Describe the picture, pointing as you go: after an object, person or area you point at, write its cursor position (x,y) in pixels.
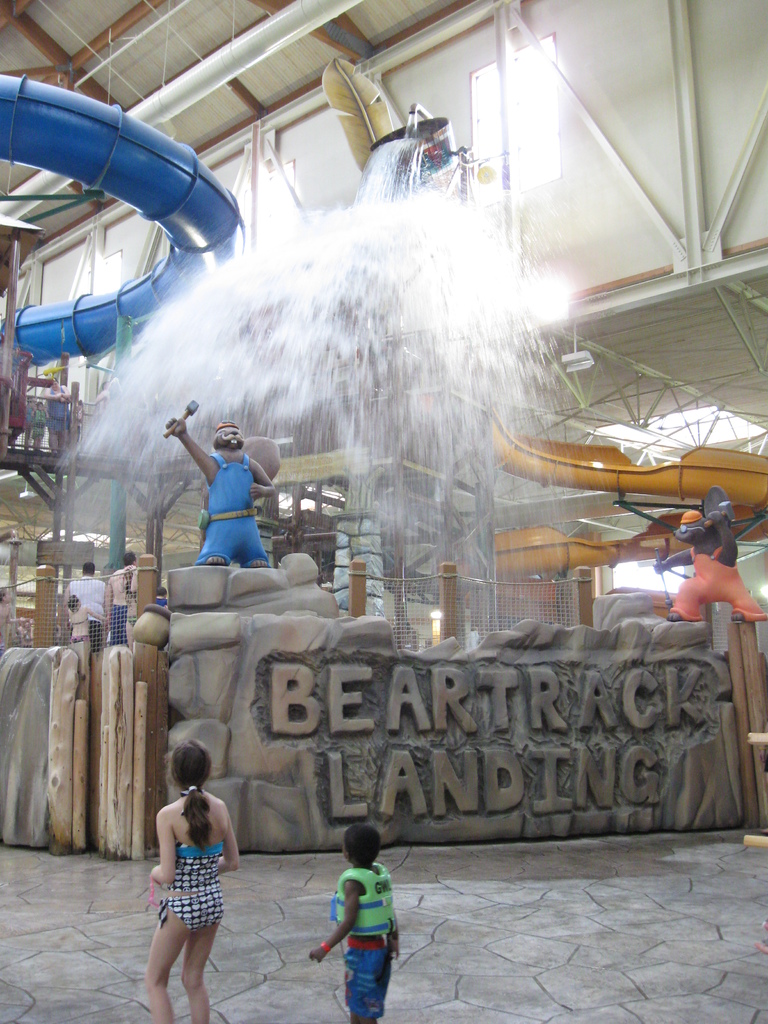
In this image I can see few people (161,874) standing. In the background (254,419) I can see the water (384,534), few water slides (90,162) and I can see two beaver statues (744,603) and few iron poles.
